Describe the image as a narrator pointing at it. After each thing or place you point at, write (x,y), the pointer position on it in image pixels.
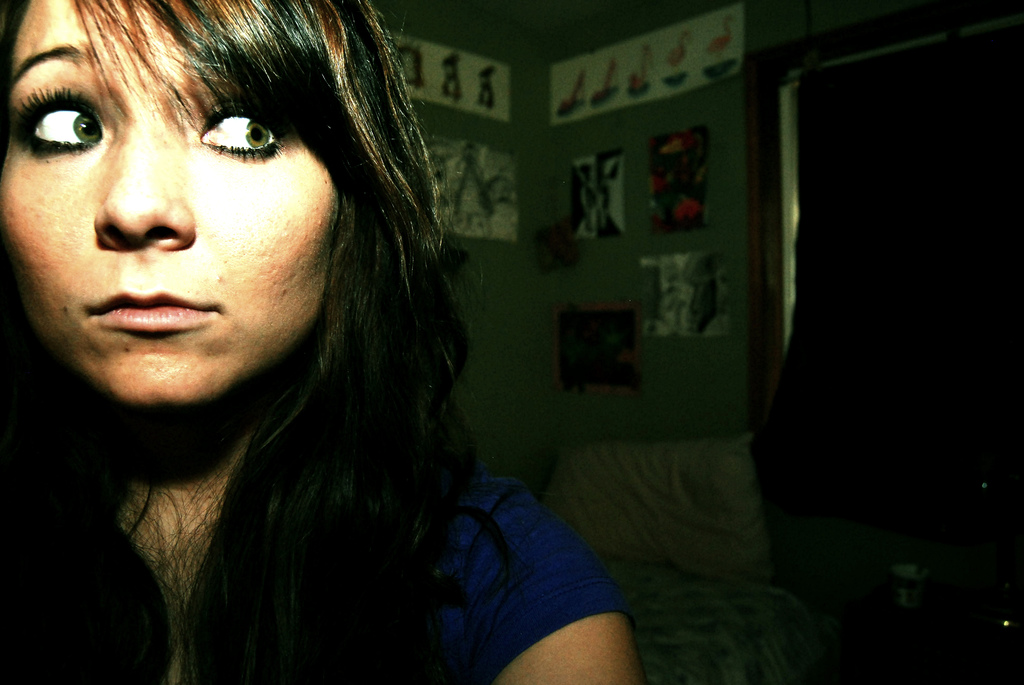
In the image we can see a girl (266,473) wearing clothes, these are the frame (617,175) stick to the wall (529,197).
